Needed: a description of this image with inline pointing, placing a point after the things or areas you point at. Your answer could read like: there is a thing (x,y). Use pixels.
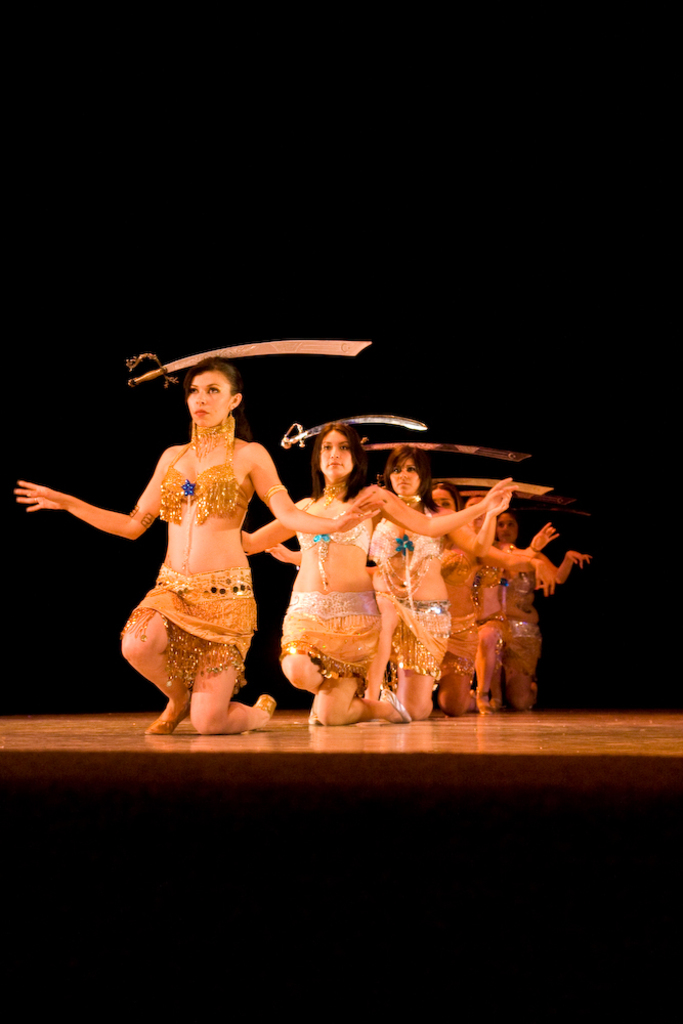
In this image there are a few people (450,557) sitting on their knees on the stage (484,721) and on their heads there are swords (328,353). The background (289,256) is dark.
